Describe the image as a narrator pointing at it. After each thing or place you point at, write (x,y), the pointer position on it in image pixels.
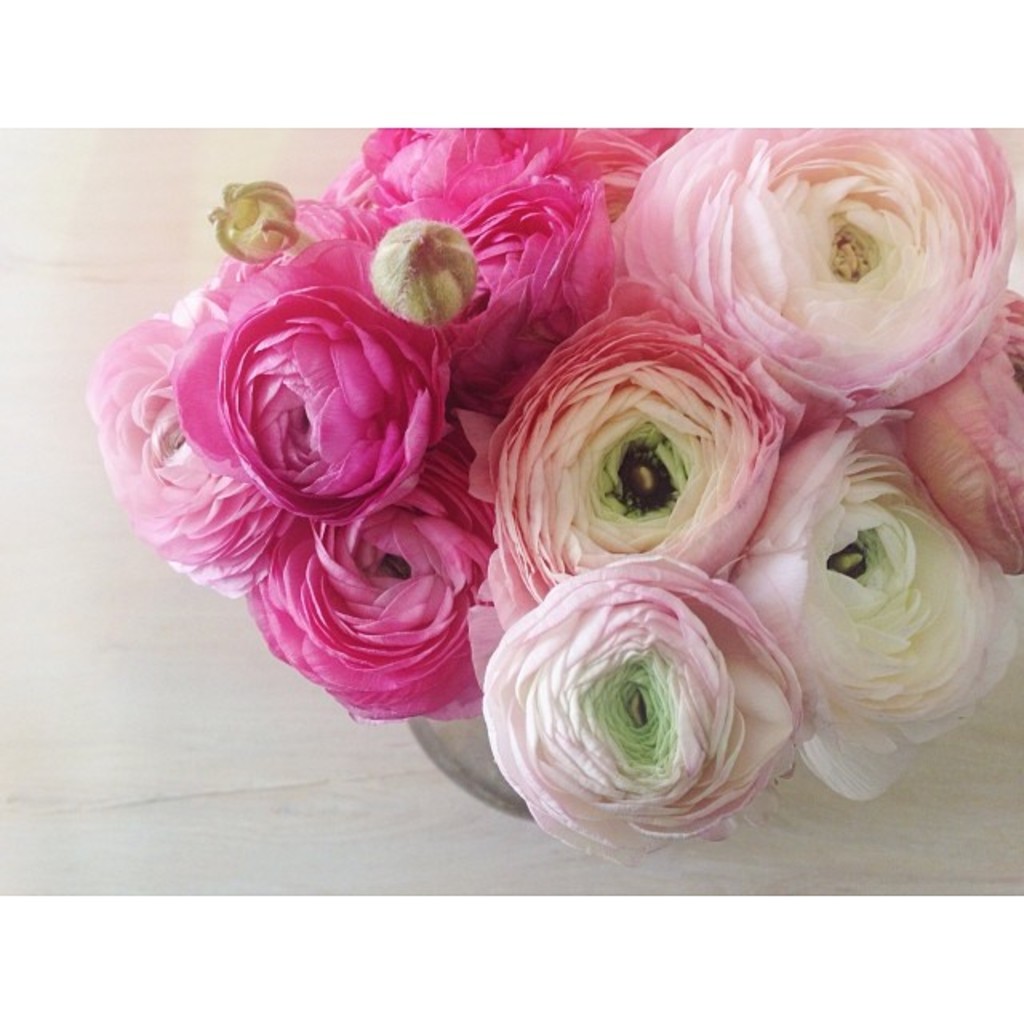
This image consists of flowers (570,558) in pink and white colors. At the bottom (211,818), there is a floor (341,798). It looks like the flowers (540,798) are kept in vase (464,773).
